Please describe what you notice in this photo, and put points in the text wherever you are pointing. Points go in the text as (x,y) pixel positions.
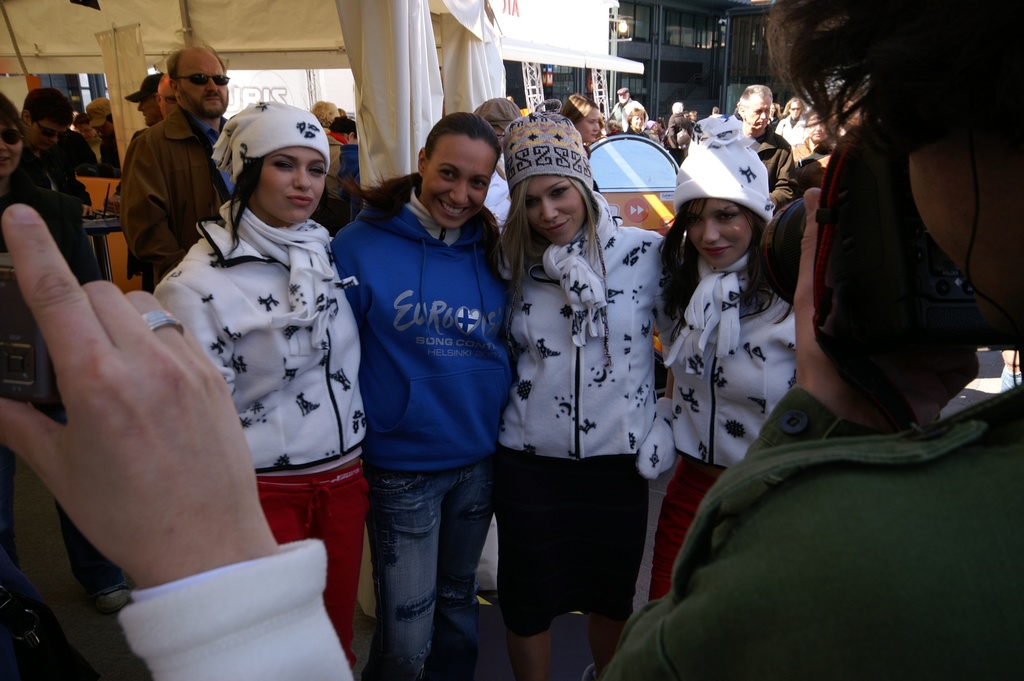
In this image there are group of persons (486,227) standing, there is a person (937,93) truncated towards the right of the image (966,269), there is a person's (190,421) hand truncated towards the bottom of the image (206,517), there are persons (199,387) holding an object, there are tents (362,30) truncated towards the top of the image (403,33), there is a building (681,40) truncated towards the top of the image (677,41), there are windows (645,15), there is a board (124,72), there is the wall (544,33) truncated towards the top of the image (553,26), there is text (504,5) on the wall (521,3), there is a person (36,202) truncated towards the left of the image (48,205).
